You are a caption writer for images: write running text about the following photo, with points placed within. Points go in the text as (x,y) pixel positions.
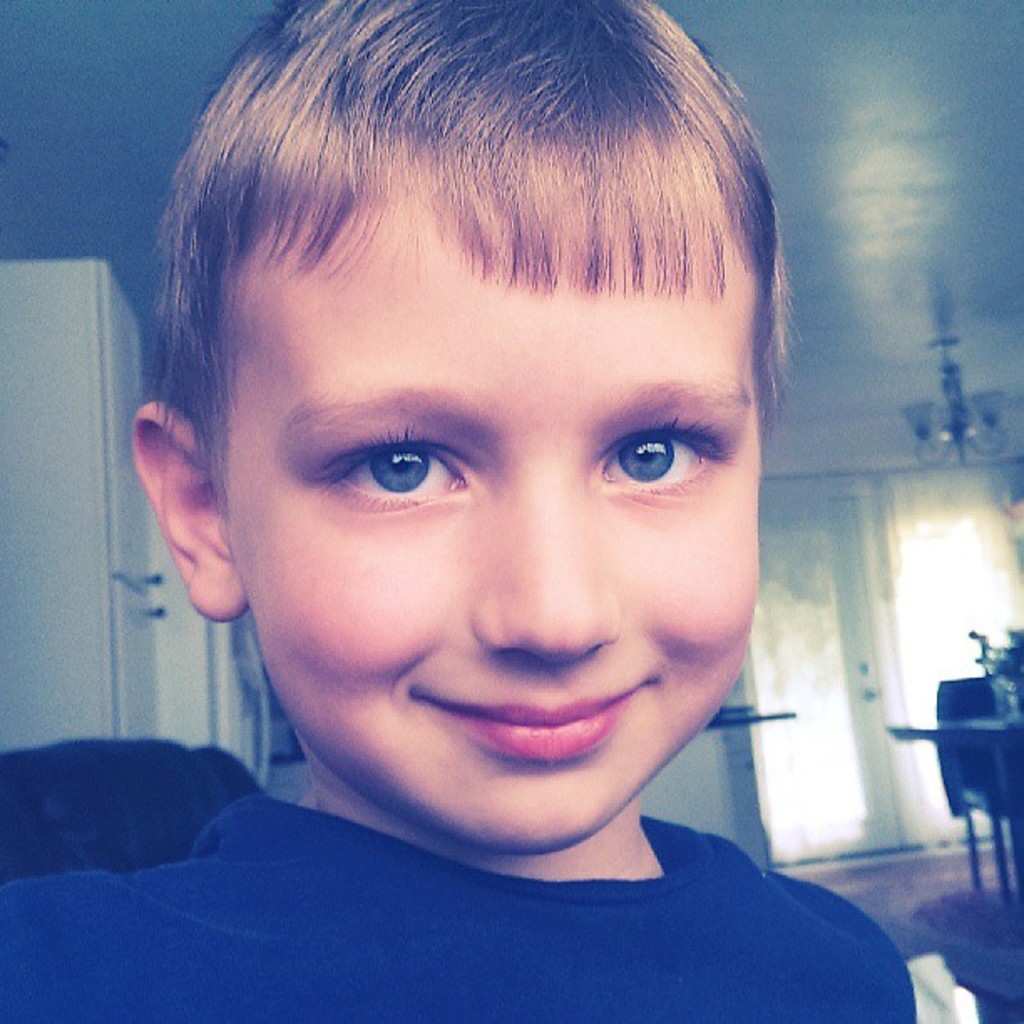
In this image, there is a kid (428,930) wearing clothes (320,915). There is a door (863,598) on the right side of the image (856,617). there is a ceiling (816,225) in the top right of the image (816,241).
